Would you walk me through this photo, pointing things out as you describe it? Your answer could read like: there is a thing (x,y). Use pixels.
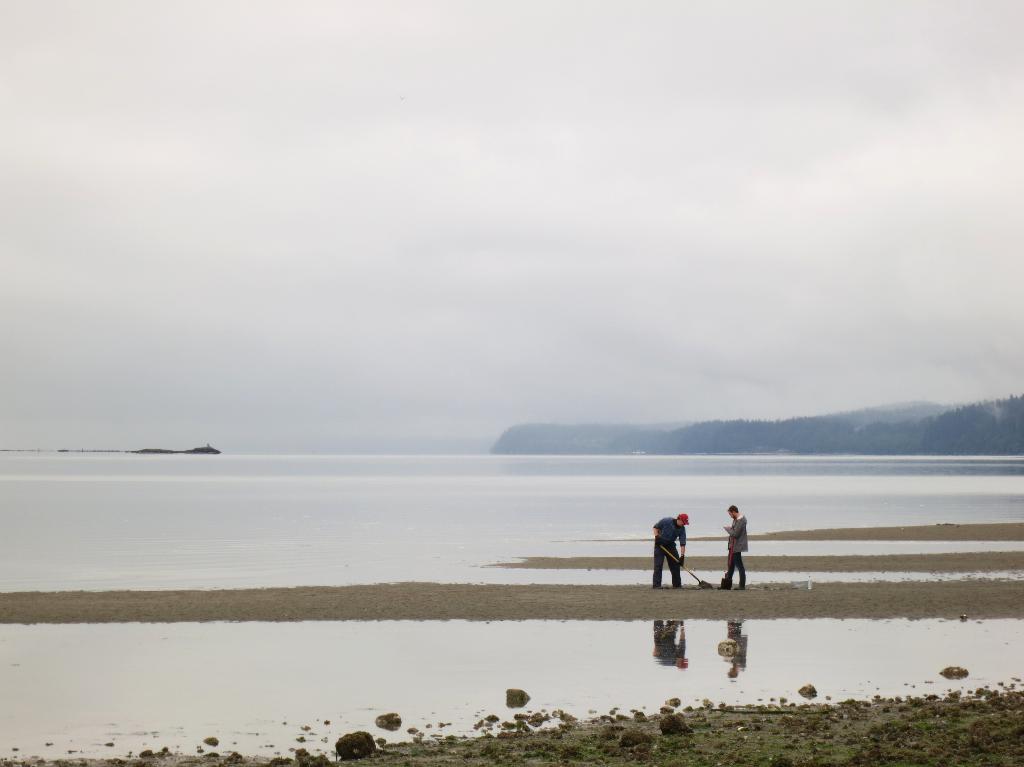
In the image there are two people (684,533) standing on the land (348,600) and behind its a sea (361,503), on the right side (990,439) background (978,418) there are trees (880,418) and above its sky (545,252) with clouds (352,266).
